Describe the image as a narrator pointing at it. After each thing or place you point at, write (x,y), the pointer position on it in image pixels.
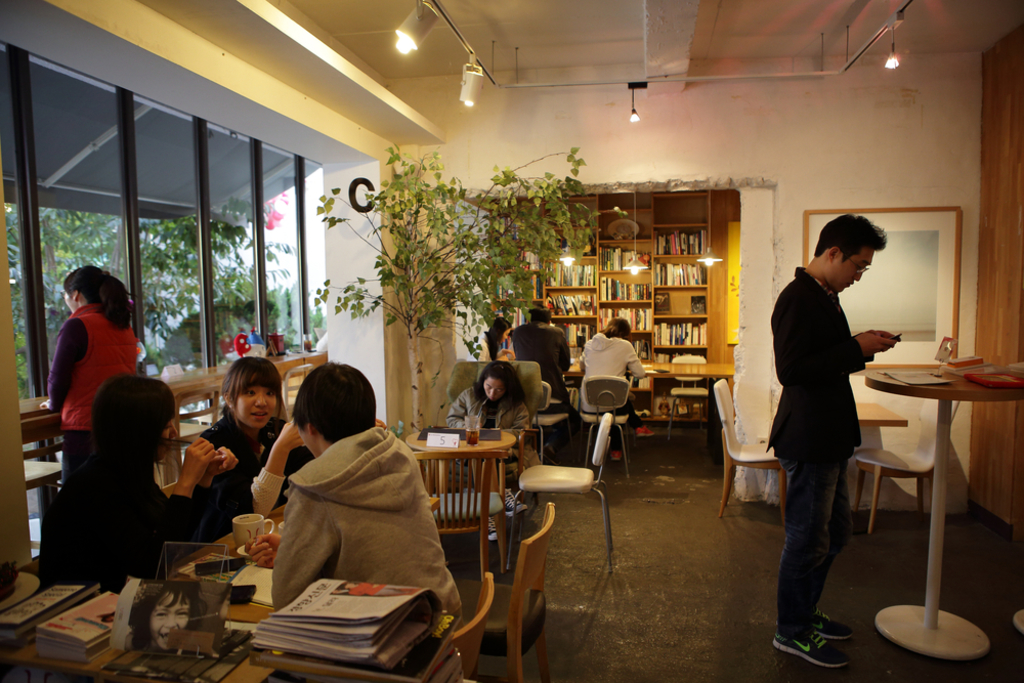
In this picture we can some people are standing and some people (330,434) are sitting on the chair (446,502) and talking with each other there are some tables (940,490) on the table (245,670) we have papers (269,621) books (95,645) cups (267,519) back side we can see some people (584,361) are sitting on the chairs (605,387) and there is a big shelf (685,322) arranged with books (624,286) and one potted plant (439,250) in the left side (216,190) we can see glass window (223,204) and there are some trees (193,239) at the out.
